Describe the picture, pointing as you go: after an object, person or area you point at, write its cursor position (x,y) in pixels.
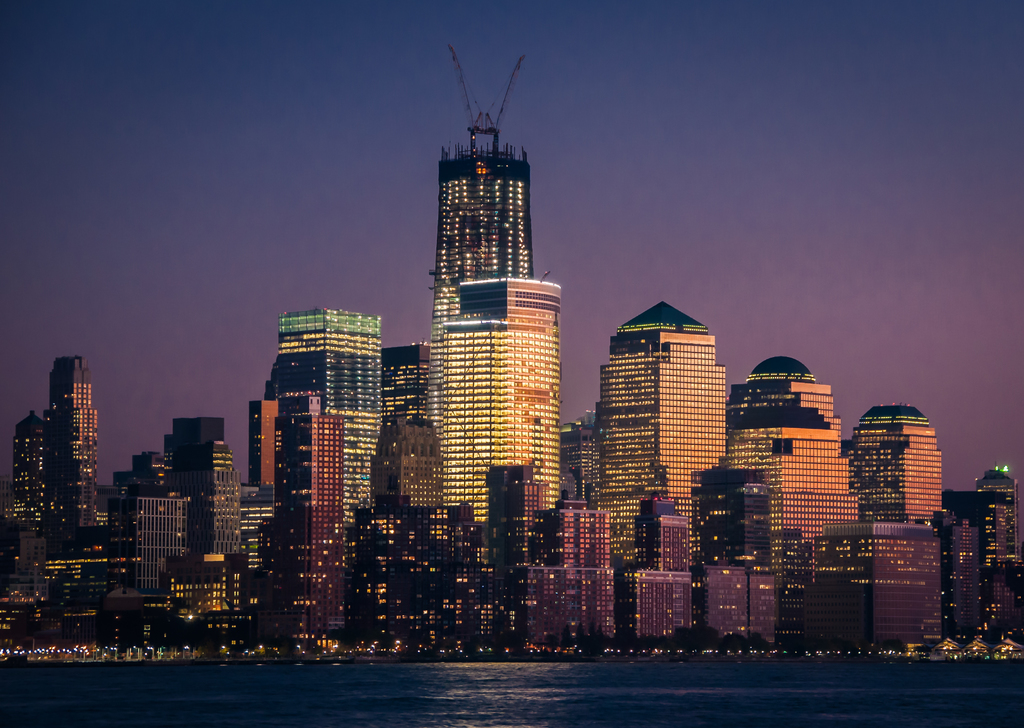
This is a picture of a city (499,573). In the foreground (79,698) there is water (618,673). In the center of the picture (464,376) there are buildings (406,536), skyscrapers (314,476) and lights (449,351). The picture is taken during night time.
